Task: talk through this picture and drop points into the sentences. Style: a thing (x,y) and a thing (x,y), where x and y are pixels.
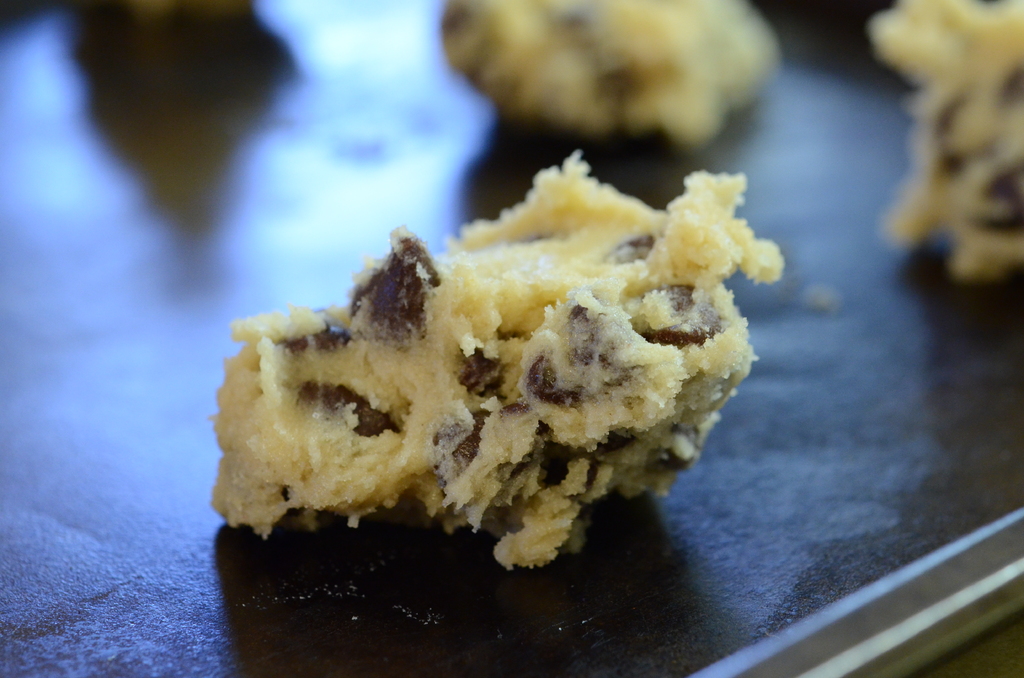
In this picture we can see some food (507,471) on a black surface (332,528).
